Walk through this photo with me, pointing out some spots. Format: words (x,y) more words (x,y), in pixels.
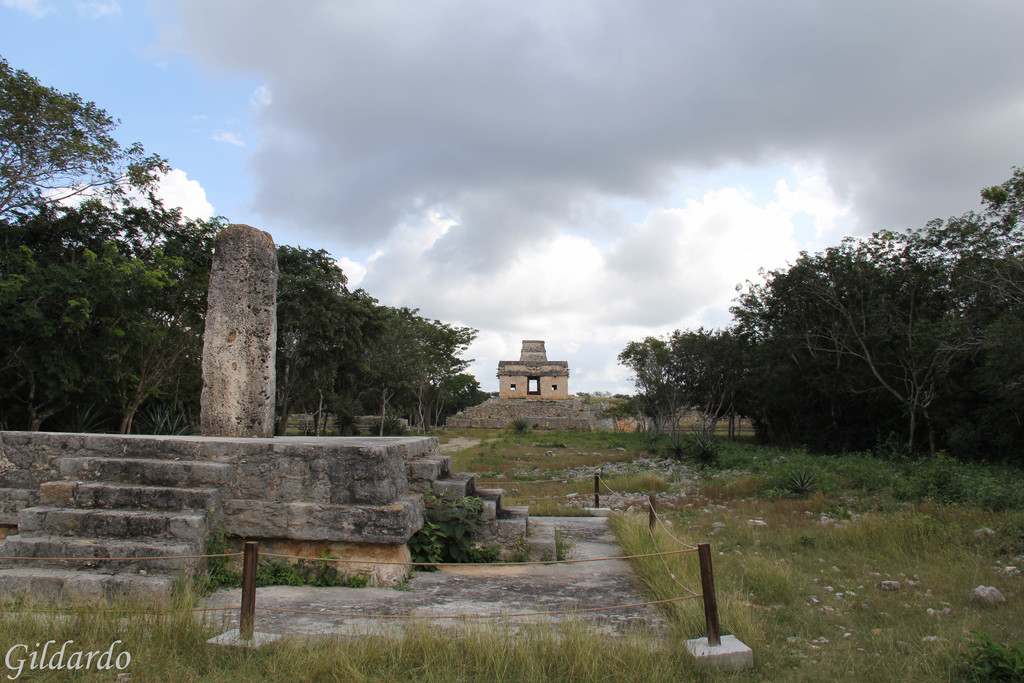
This image is clicked outside. There are trees (444,400) in the middle (412,396). There is grass (564,634) at the bottom (276,674). There are stairs (90,507) in the middle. There is sky (524,120) at the top (505,154).
